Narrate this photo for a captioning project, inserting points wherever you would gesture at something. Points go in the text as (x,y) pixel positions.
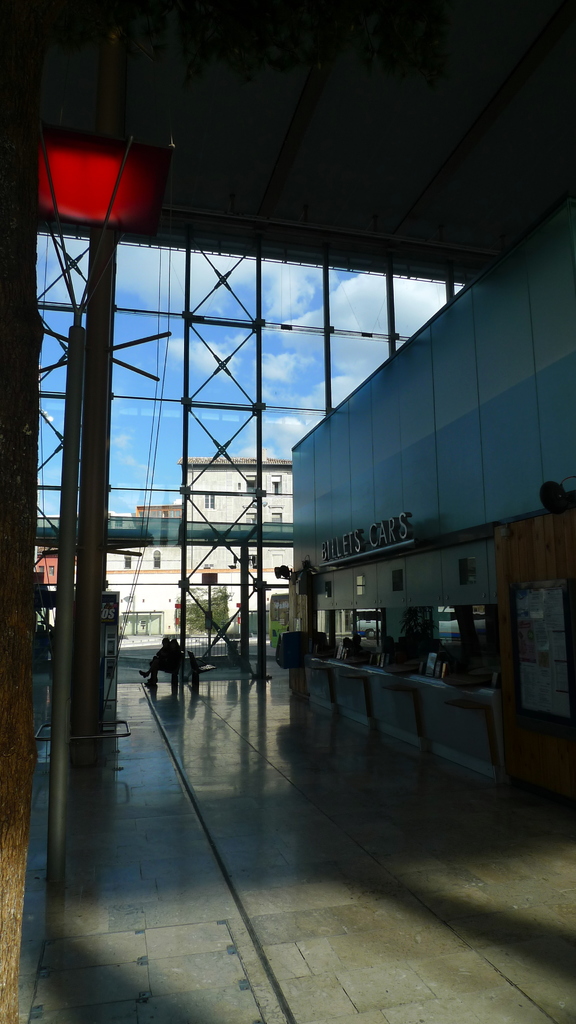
In this picture I can see the inside view of a building (349,482), and in the background (194,438) there are buildings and the sky (218,301).
